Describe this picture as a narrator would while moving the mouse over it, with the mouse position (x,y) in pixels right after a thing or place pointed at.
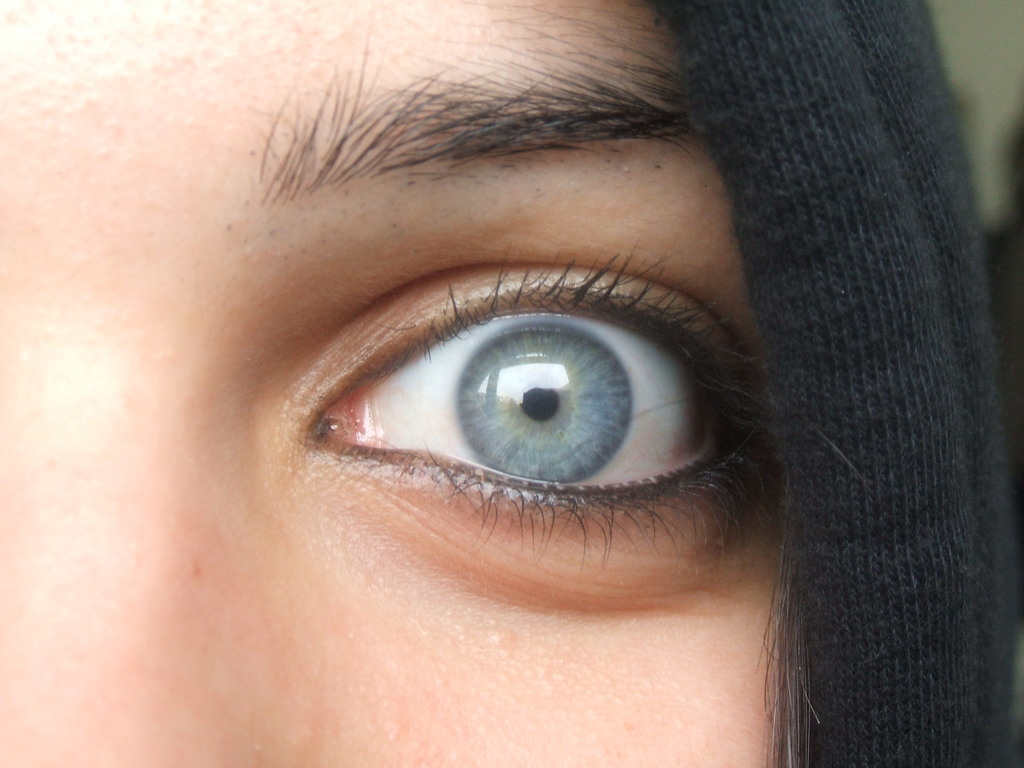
In this image there an eye (532,454) of the person (540,356). On the right side (812,237) there is an object (872,284) which is black in colour and there is an eyebrow (484,145).
